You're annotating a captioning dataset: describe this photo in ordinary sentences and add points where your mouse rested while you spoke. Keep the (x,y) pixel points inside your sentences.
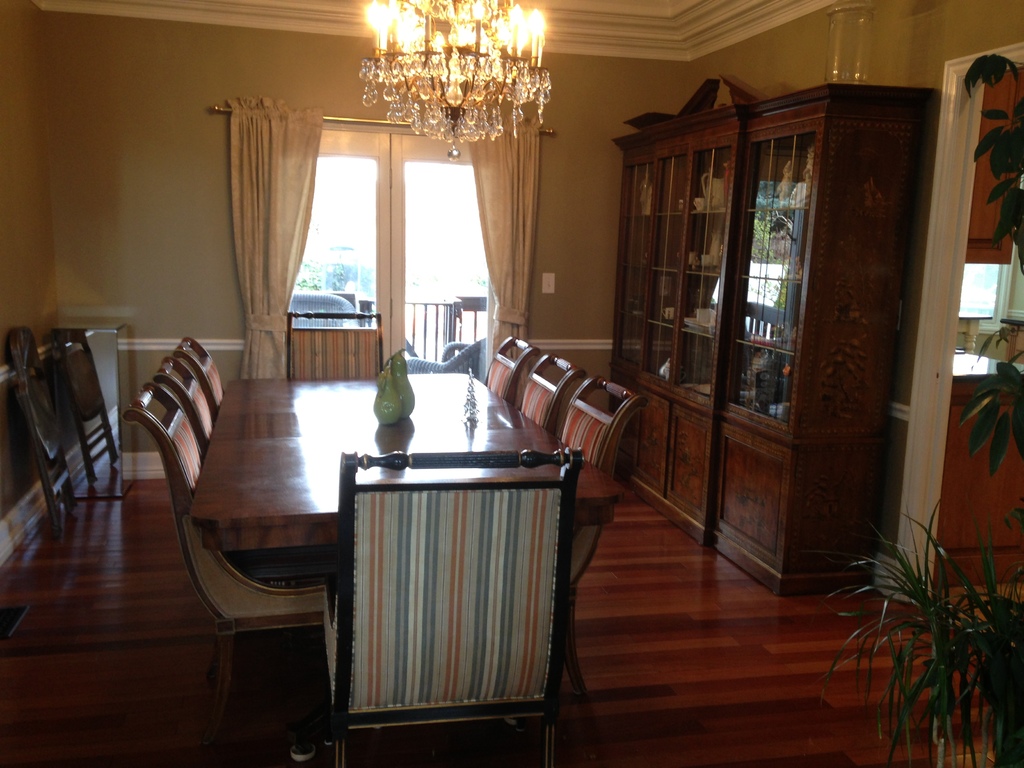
In the picture we can see inside the house (877,651) with a wooden floor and on it we can see a table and chairs (463,708) around it and beside it, we can see a showcase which is made up of a wood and beside it, we can see some plants (1006,392) and on the other side of the table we can see some things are placed near the wall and in the background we can see a glass door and white curtains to it.
